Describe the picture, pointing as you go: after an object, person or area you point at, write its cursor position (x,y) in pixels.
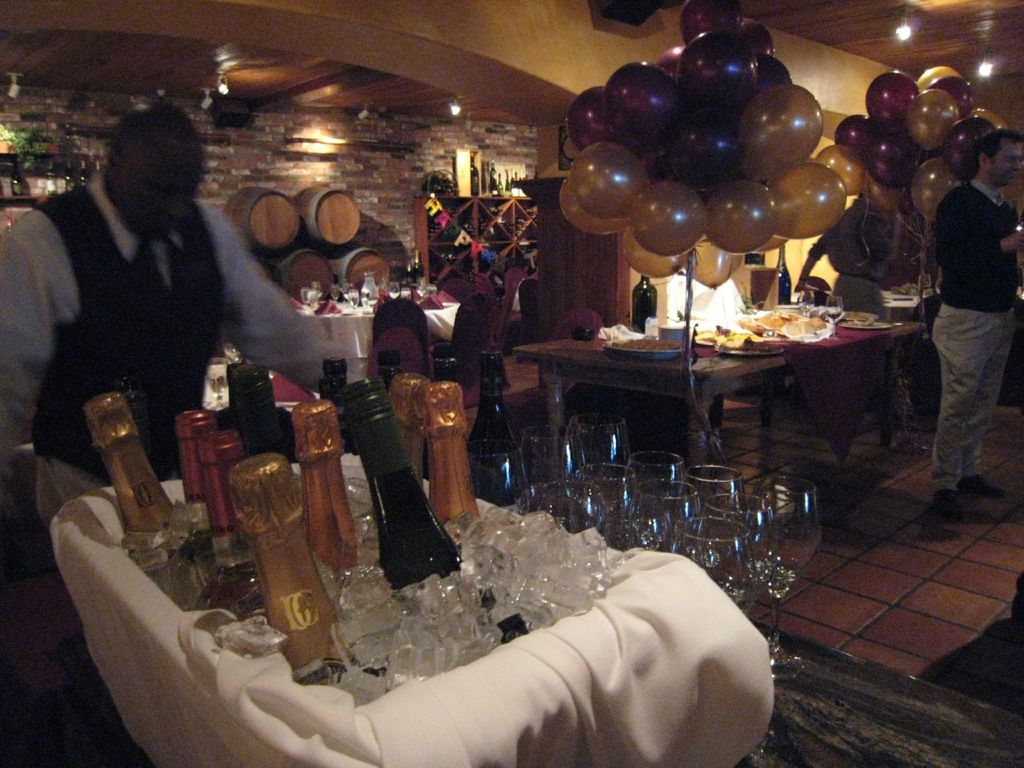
The picture might be taken during a party. In the foreground of the picture (514,430) we can see glasses (760,555), champagne bottles (412,505), ice cubes (454,600) and floor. In the middle of the picture (489,296) there are balloons (582,222), tables (834,339), chairs (422,346), barrels (291,257), food items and various other objects (537,198). In the background (848,106) we can see wall (594,85), light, flower vase (35,148) and various other objects (460,247).
